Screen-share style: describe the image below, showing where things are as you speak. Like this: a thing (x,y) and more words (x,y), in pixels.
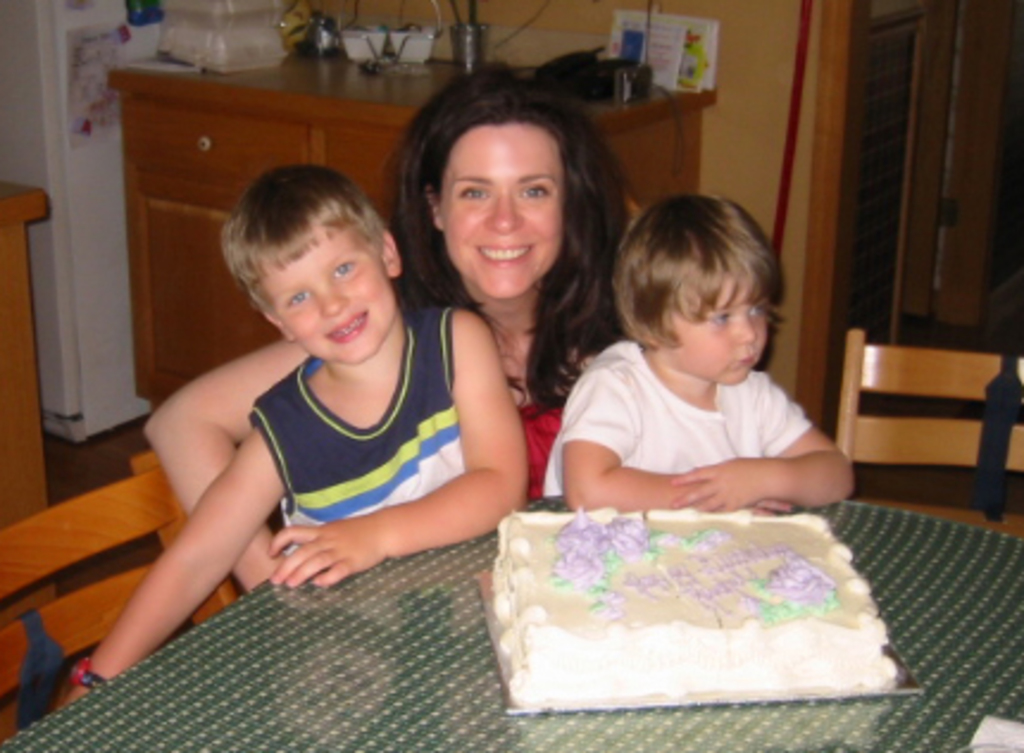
In this picture there is a lady (498,273) at the center of the image (496,260), by holding the two children (460,490) at the right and left side of her, and there is a cake (521,631) in front of them on the table (556,499), and there are chairs (51,544) at the right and left side of the image (25,533), there is a desk (298,99) behind them, there is a door (958,160) at the right side of the image (958,176), there is a green color covering (969,555) on the table (297,635), it seems to be birthday moment.
